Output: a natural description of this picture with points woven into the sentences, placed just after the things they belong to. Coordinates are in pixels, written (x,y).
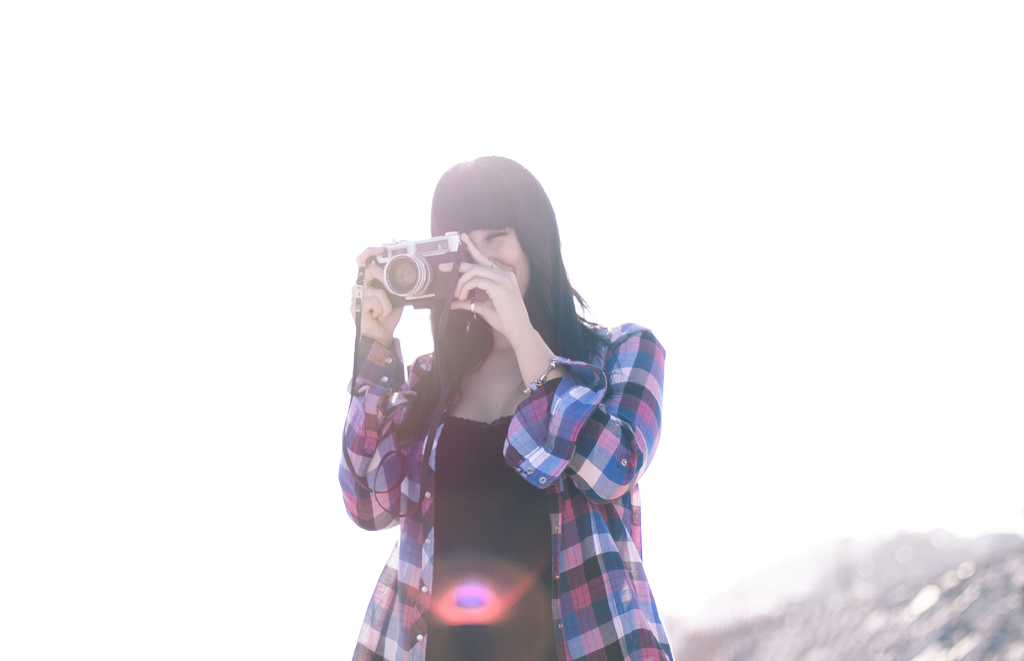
In this image we can see a woman (487,309) holding a camera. And at the bottom (884,542) we can see some objects (1022,542).
